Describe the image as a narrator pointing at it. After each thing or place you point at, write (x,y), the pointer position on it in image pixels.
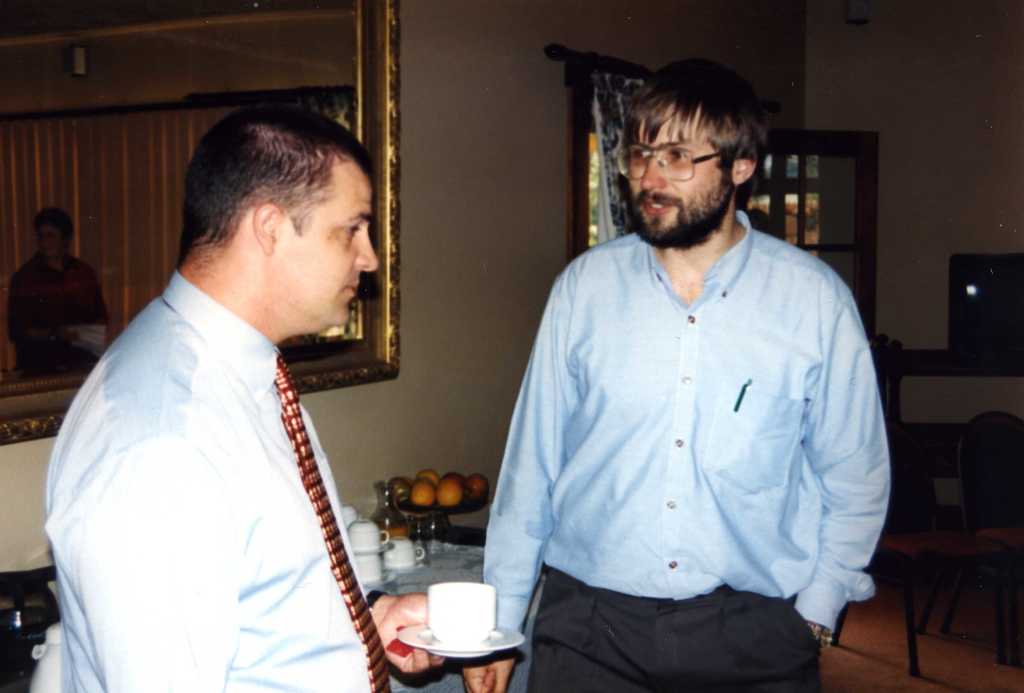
In the foreground of this image (264,496), there is a man (304,567) standing, holding a cup (488,604) and saucer (454,645) and also another man (701,630) putting hand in the pocket (799,655). In the background (501,210), there is a wall (445,110), mirror (303,47) and cups (368,538), glass bottle (410,529), fruits (442,494) and few objects (40,684) on the table (457,552), a curtain (606,120), door (834,188), chairs (944,540) and an object (971,342) on the table (916,370).
